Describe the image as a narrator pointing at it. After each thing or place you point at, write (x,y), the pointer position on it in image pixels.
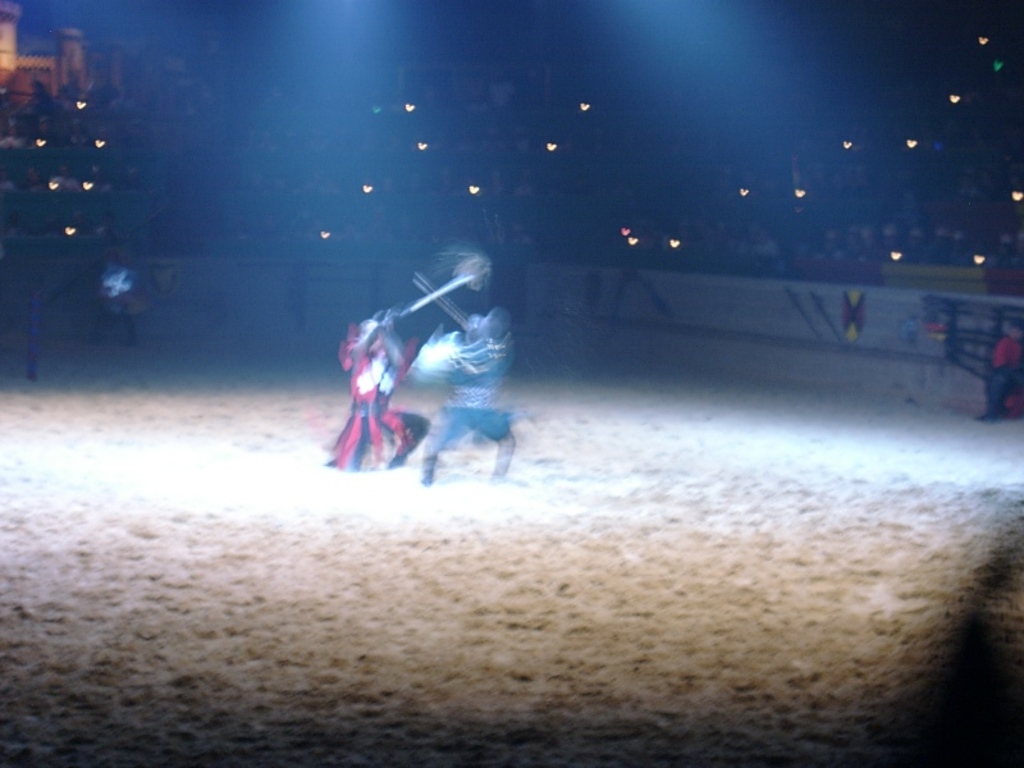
In this image there are two people (477,318) fighting with arms (405,317) in their hands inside a ground (415,450), around the ground (413,470) there is a fence (862,329), on the other side of the fence (827,326) there are lamps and there is a building (68,49).
